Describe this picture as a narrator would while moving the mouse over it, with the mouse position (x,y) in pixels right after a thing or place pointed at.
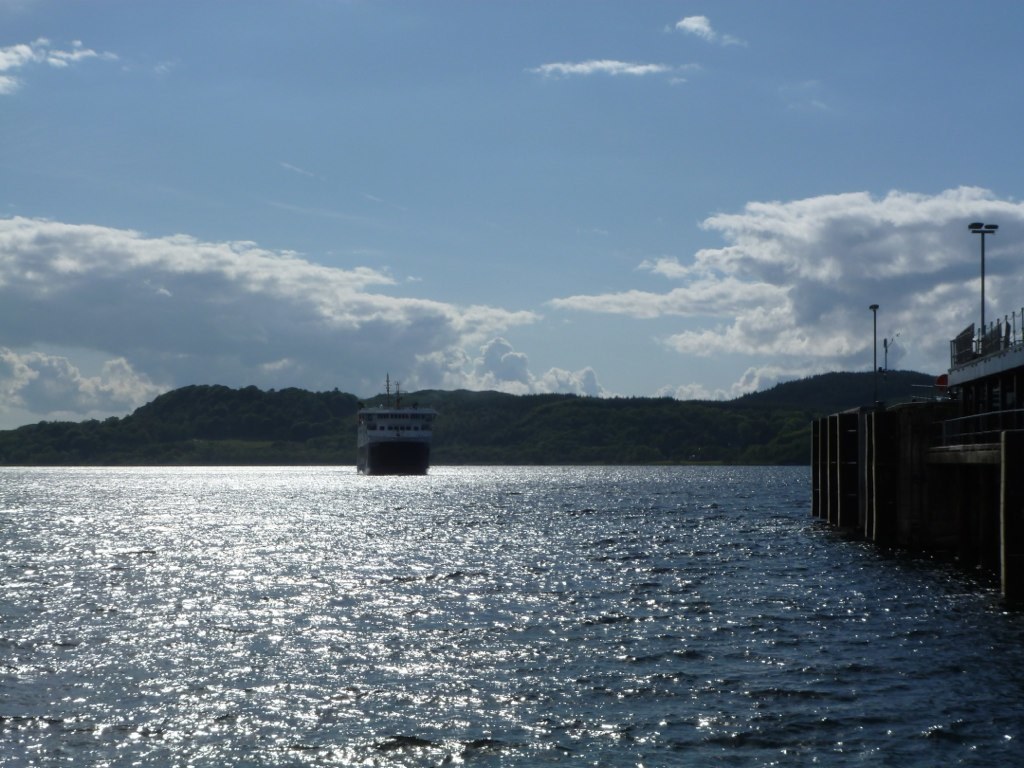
There is a boat (406,452) on the water (341,590). In the back (225,405) there are hills (594,411) and sky (529,246) with clouds (261,375). On the right side (858,426) there is something on the water (875,554). Also there are poles (873,387).
